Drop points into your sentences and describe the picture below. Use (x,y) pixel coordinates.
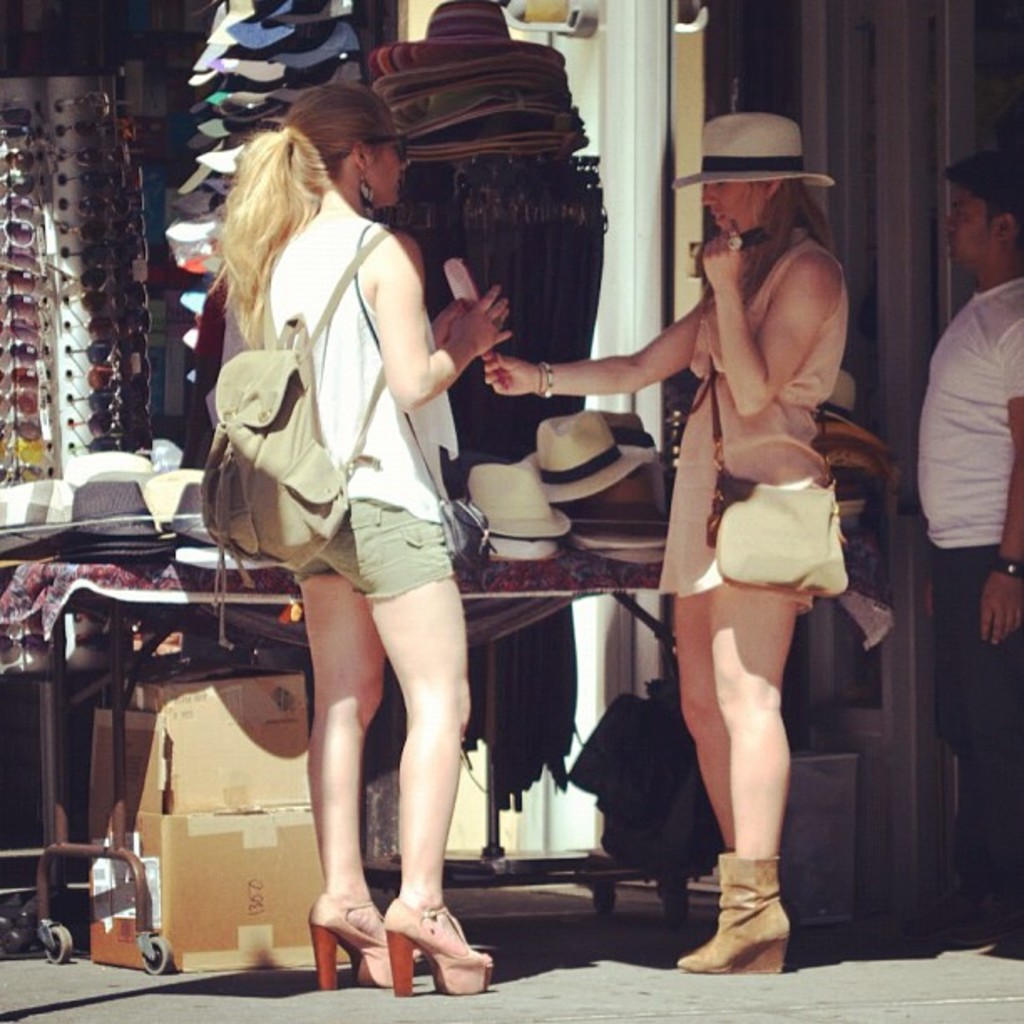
In this image we can see some people (445,829) standing on the road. In that a woman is holding a stick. On the backside (515,610) we can see a table (506,618) containing some hats (563,509). We can also see some glasses (123,339) to a pole (92,270) and a cardboard box (202,736) on the road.
